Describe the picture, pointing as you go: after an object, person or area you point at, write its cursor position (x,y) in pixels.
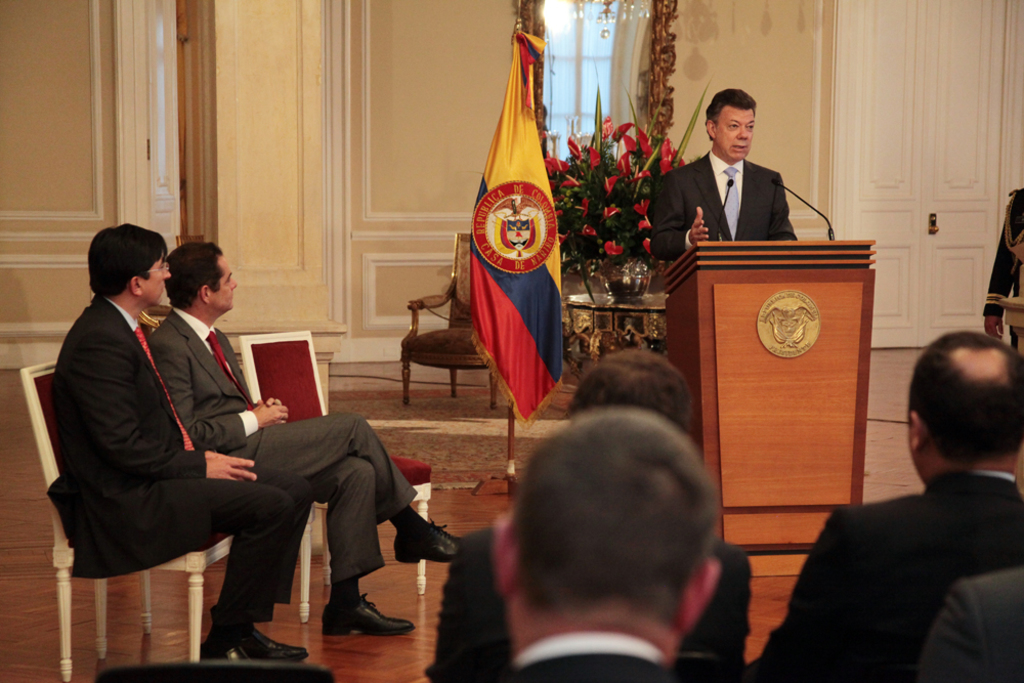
In this image i can see a man (726,175) standing here wearing a blazer (702,178) there is a podium (735,247), a micro phone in front of him at left (189,439) there are two other persons (200,392) sitting on a chair (47,422) wearing blazers (113,437) and at front (558,613) there are few other persons (673,614) sitting, at the background (547,210) i can see a flag (500,163) in yellow, blue and red color and red flower pot (640,204) on a table (627,308) and a wall (732,26) painted with cream color.
